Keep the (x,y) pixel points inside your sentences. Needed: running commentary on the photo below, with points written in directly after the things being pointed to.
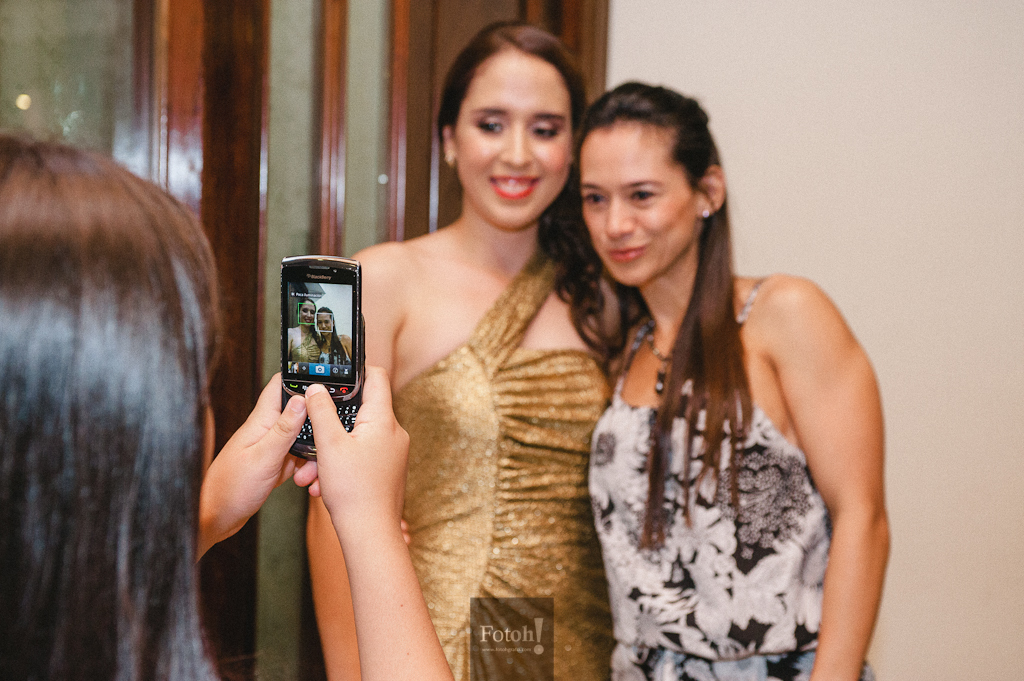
In this image we can see three women (435,323) standing. In that a woman (382,443) is holding a mobile phone (342,261). On the backside (394,200) we can see a door (368,192) and a wall (921,260).
